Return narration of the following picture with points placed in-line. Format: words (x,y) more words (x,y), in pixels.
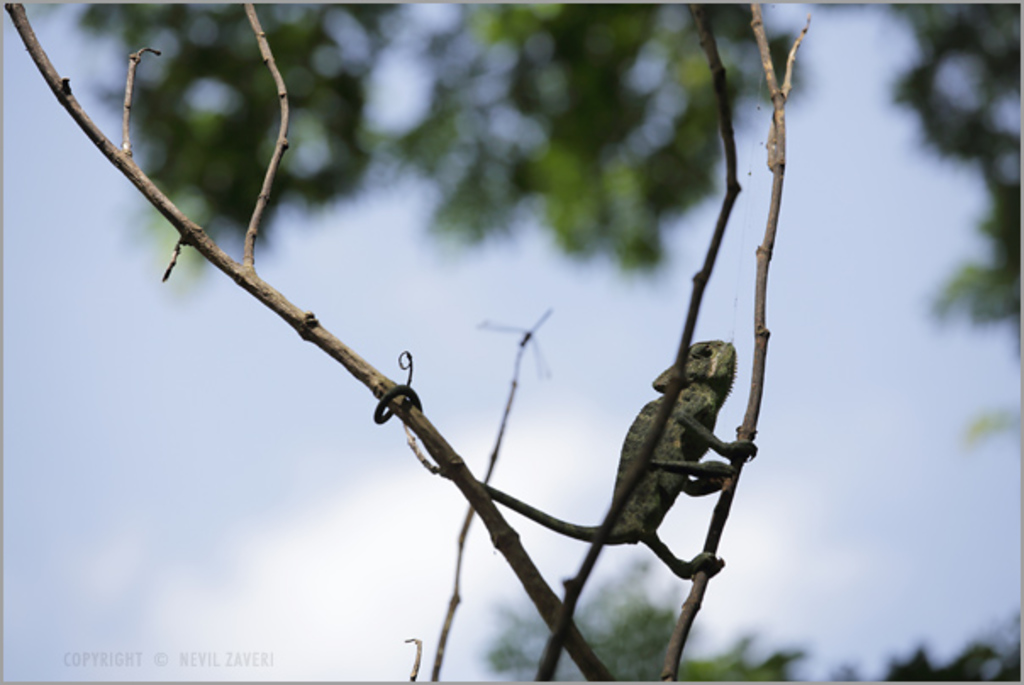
In the image I can see a chameleon (732,368) on the tree stem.
